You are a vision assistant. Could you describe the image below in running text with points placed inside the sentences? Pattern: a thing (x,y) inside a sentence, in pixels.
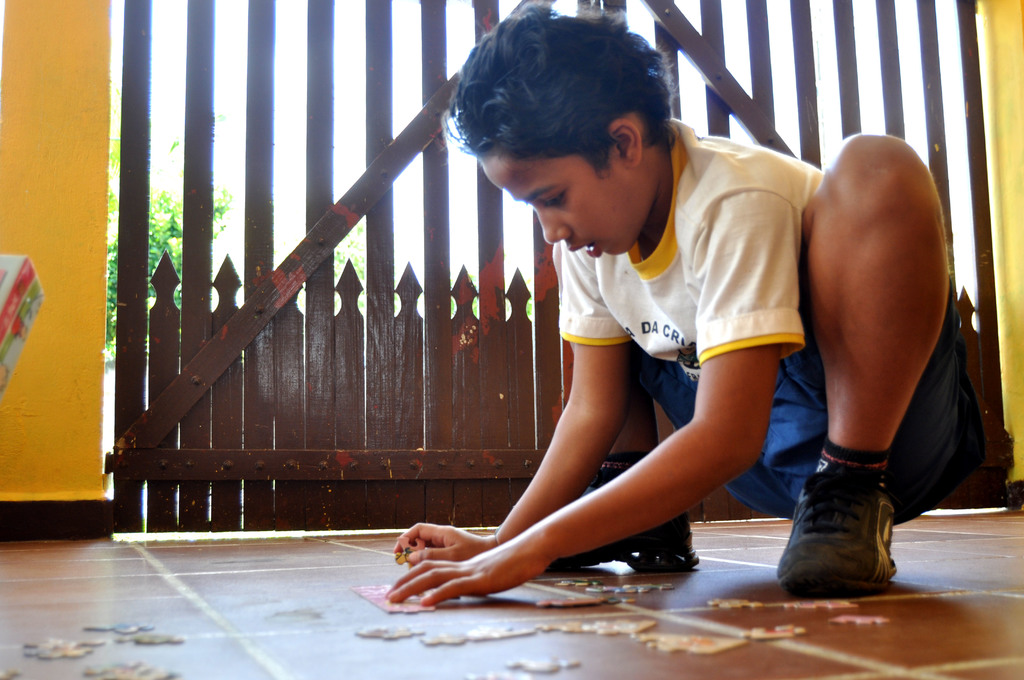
In the middle of the image (560,439) a boy (648,340) is sitting and holding some puzzles (409,552) and doing on the floor (309,552). Behind him there is a wall (17,35), on the wall (42,24) there is a gate (988,429). Through the gate (988,429) we can see some trees (115,260).
